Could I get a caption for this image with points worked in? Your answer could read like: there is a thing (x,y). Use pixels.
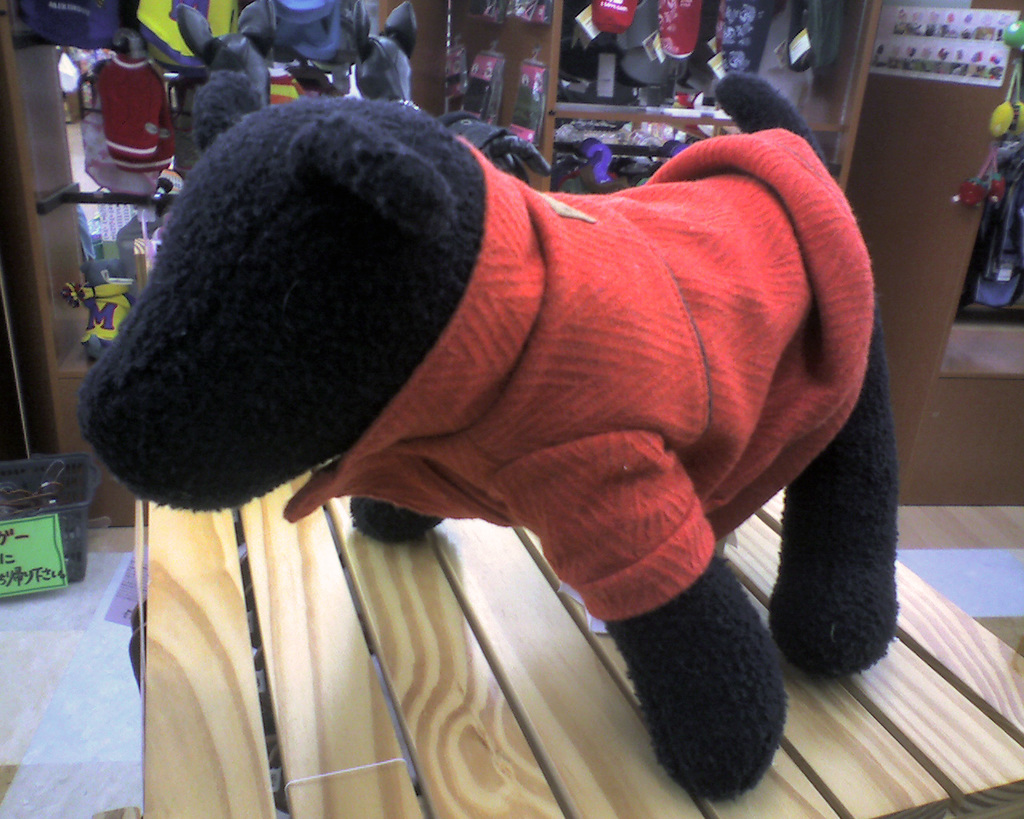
In this image I can see a black and red color toy (611,394). It is on the brown surface (367,688). Back I can see few objects (520,99).
